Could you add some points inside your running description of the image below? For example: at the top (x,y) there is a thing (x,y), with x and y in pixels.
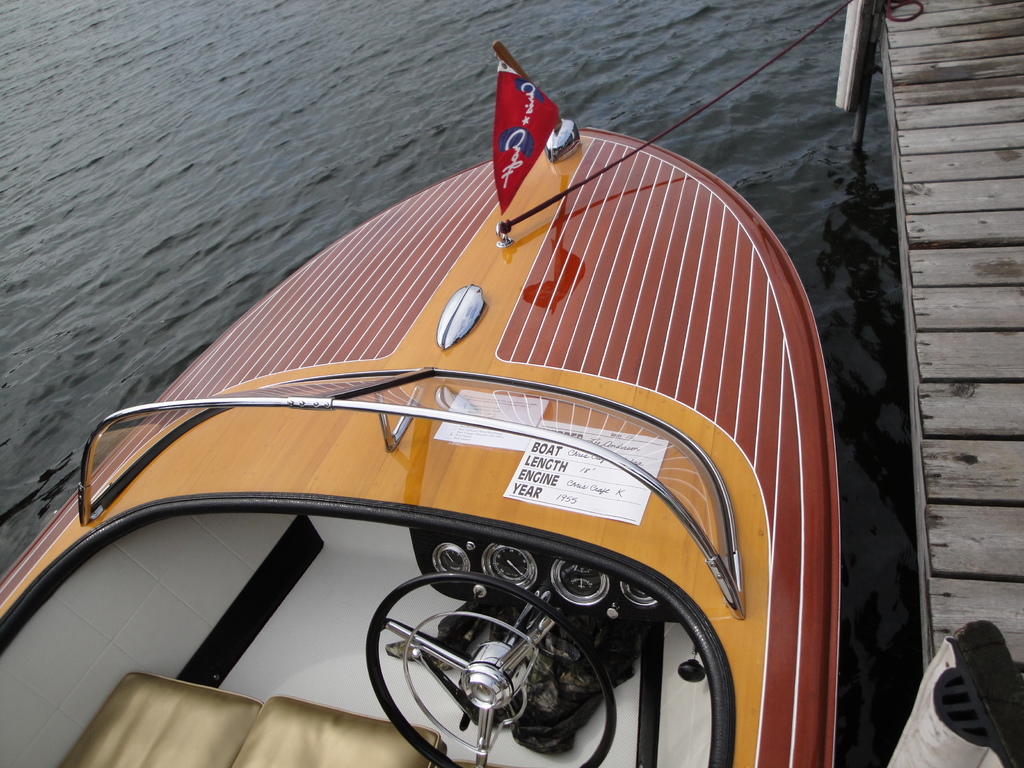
In this image I can see water (185,144) and on it I can see a motorboat (562,587). On the boat (461,530) I can see a red color flag (532,144) and on the right side of this image (912,262) I can see a platform (961,51).
